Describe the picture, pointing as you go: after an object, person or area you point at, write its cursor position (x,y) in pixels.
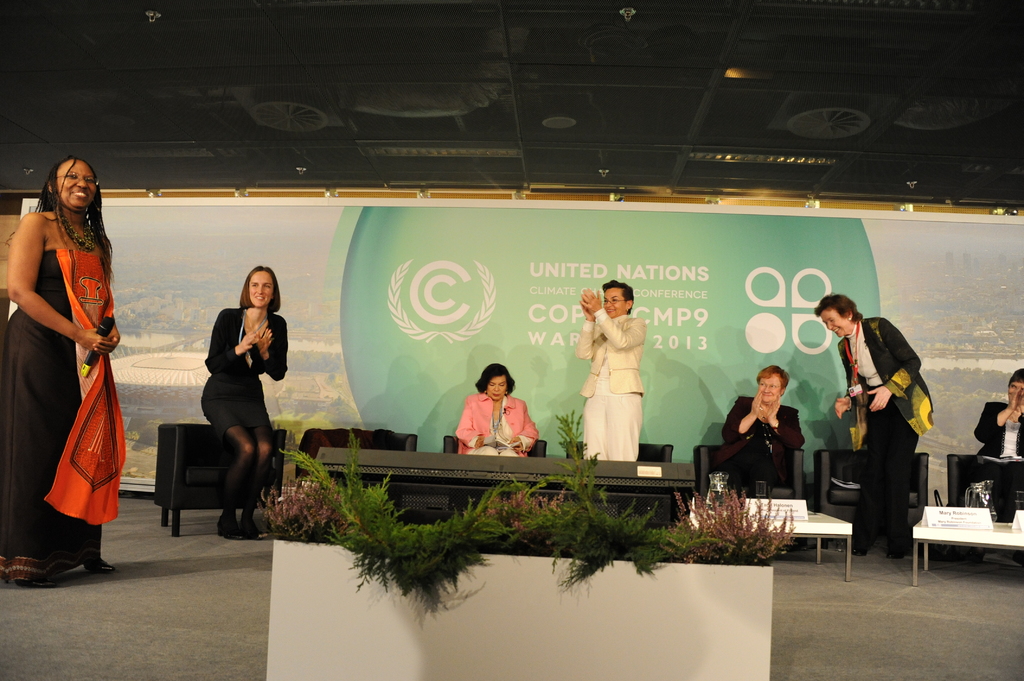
In this picture there are three people (237,454) standing and clapping and there are three people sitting on the chairs (976,483) and there are chairs (976,483) and tables (821,536) and there are jugs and boards (795,515) on the tables (813,516). In the foreground (384,509) there is a plant (435,528). On the left side of the image (31,373) there is a woman (84,275) standing and holding the microphone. At the back (461,216) there is a board (904,225) and there is text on the board (541,225). At the top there are lights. At the bottom (5,663) there is a floor (255,668).
